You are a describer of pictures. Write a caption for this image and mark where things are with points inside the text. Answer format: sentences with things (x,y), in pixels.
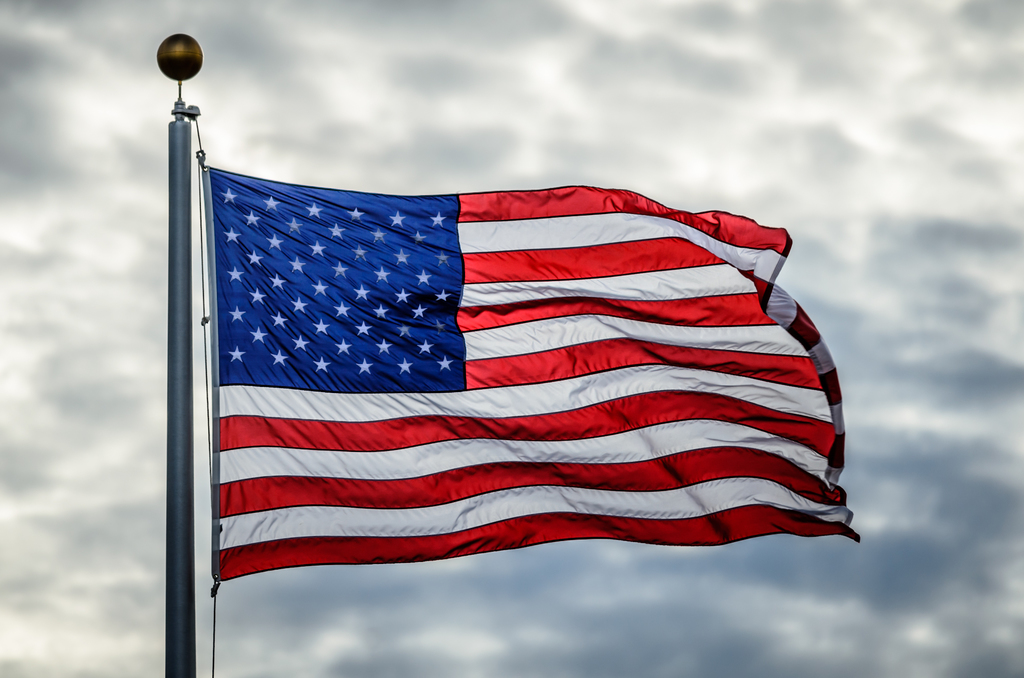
In this image we can see a waving flag (577,421) of the USA. There is a flagpole (184,519) in the image. There is a cloudy sky (631,569) in the image.
